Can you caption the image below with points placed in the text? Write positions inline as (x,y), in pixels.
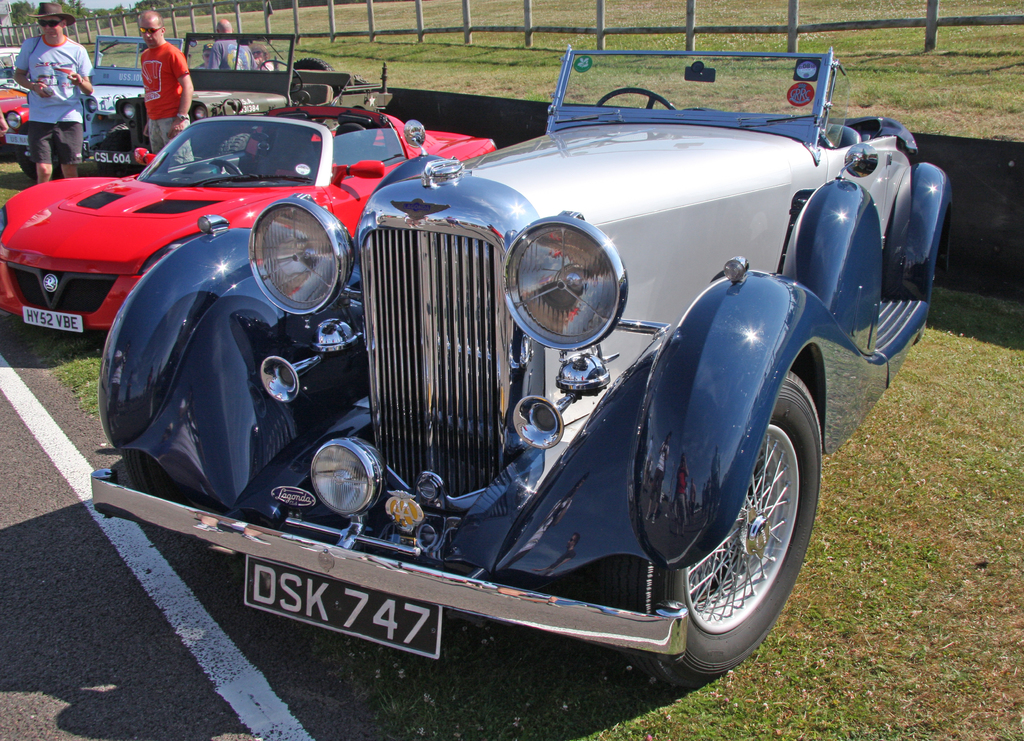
In this picture we can observe some cars (184,220) and jeeps (94,123) parked on the ground (930,496). We can observe a road (66,543) on the left side (77,599). There are blue and red color cars (235,220) here. In the background (368,14) there are poles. We can observe some people (49,43) on the left side (168,102).
